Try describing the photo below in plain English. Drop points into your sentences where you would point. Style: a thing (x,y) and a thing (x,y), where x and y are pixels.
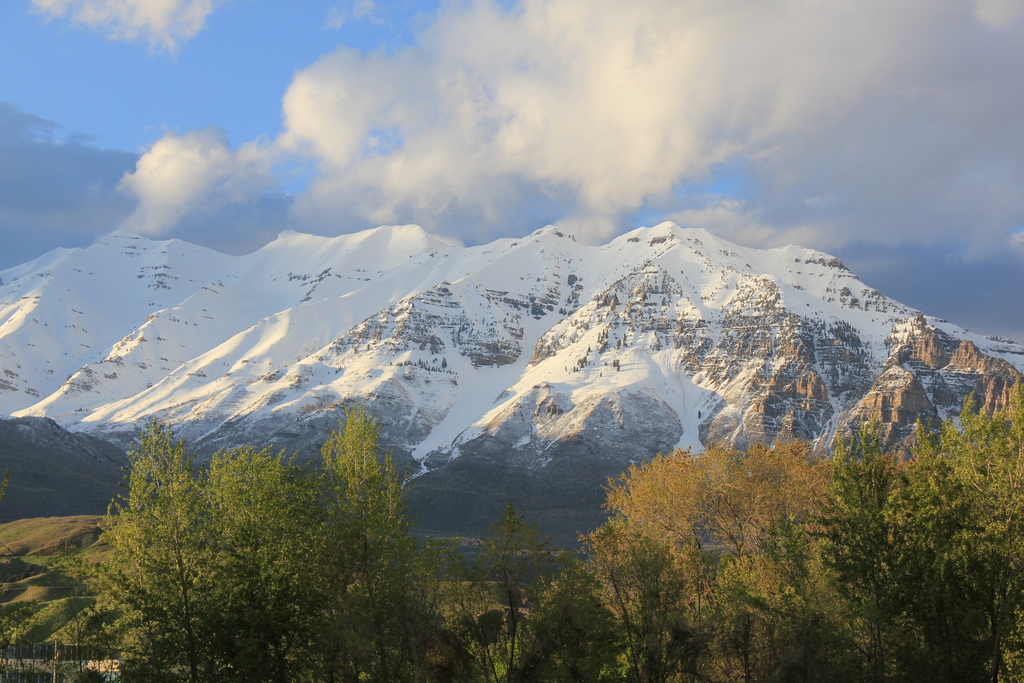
In this image I can see trees (338,488) in green color, background (778,387) I can see mountains (141,238) and the sky (536,139) is in white and blue color.
